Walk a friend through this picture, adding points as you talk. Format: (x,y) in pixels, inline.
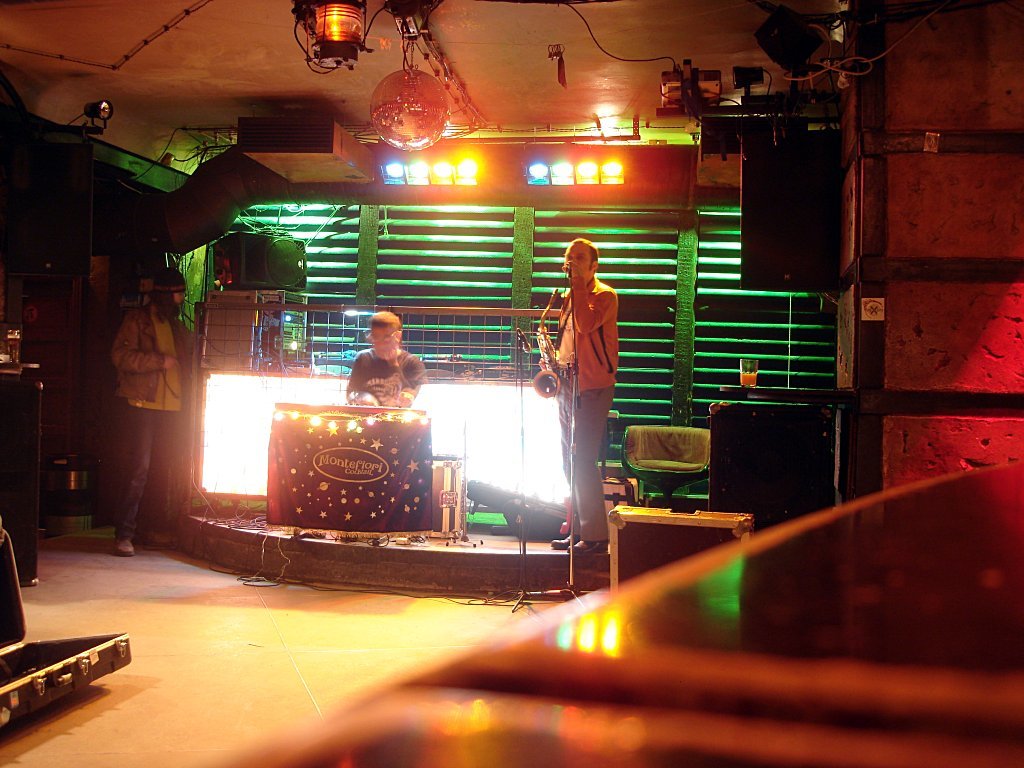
This picture shows a man (616,356) standing and holding a microphone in his hand (575,277) and a saxophone (554,296) in other hand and we see a man (406,386) seated and we see a human (158,392) standing on the side and we see lights (398,160) to the roof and a glass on the table (765,389). We see a chair (687,450) and couple of speakers (258,258).
